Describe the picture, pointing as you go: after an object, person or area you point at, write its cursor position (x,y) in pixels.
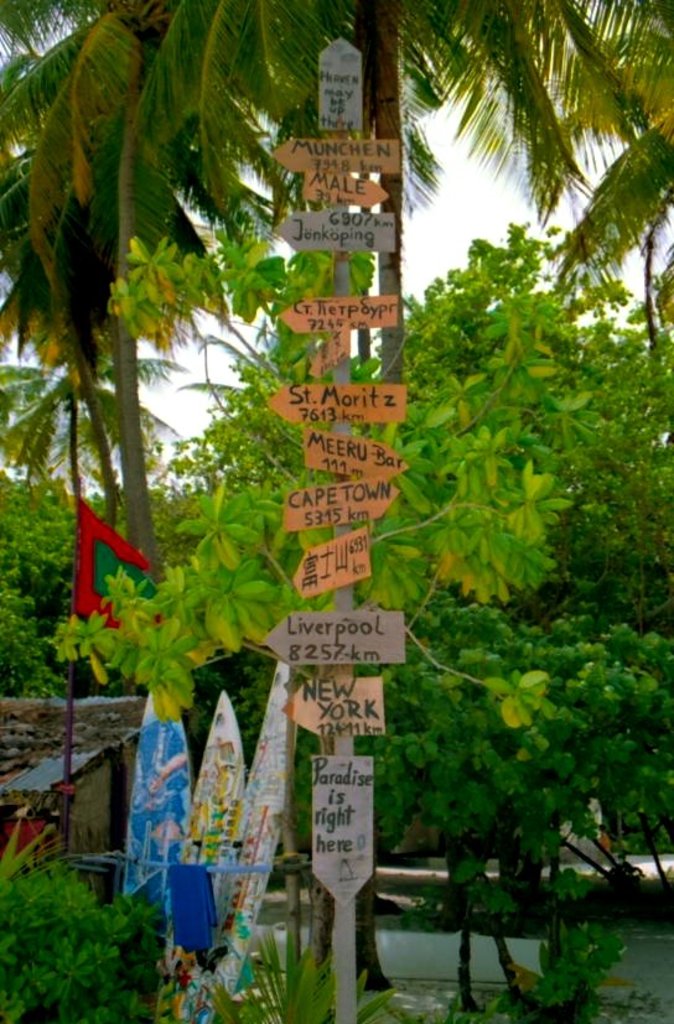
In front of the image there are sign boards (308,488) on a pole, behind the sign boards (331,560), there are surfing boards (197,817), plants (280,845), trees (280,595) and a house (81,802).
